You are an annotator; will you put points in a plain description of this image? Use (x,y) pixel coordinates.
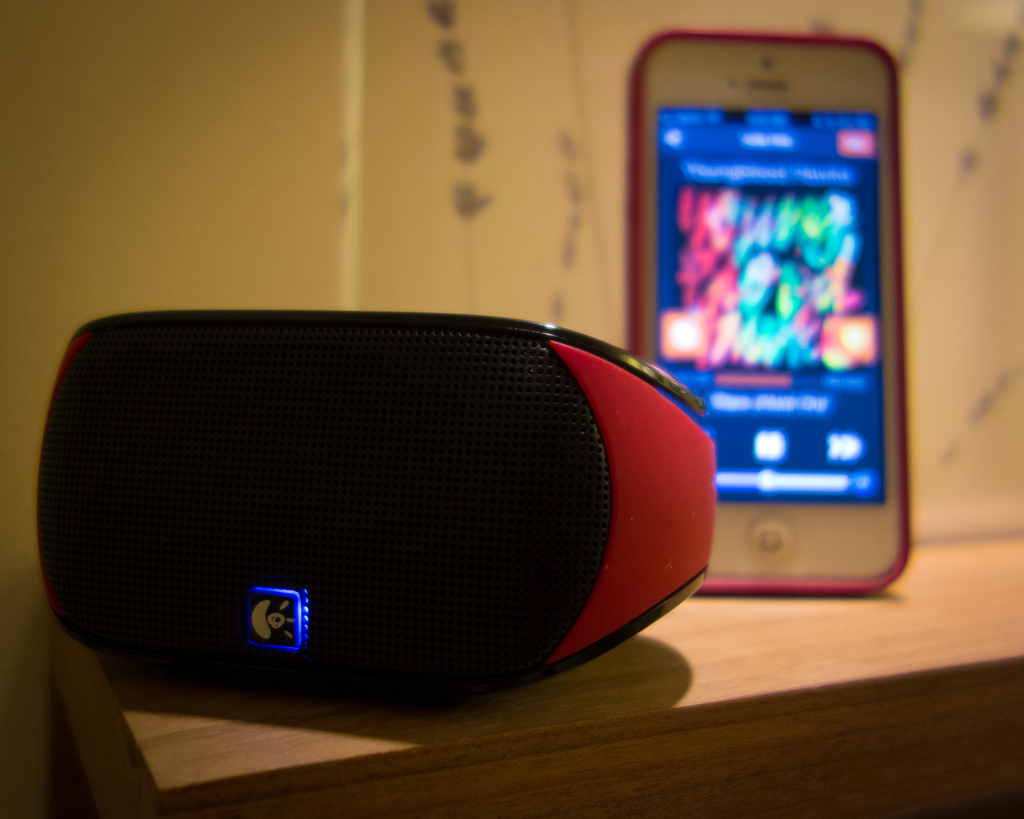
In front of the image there is a table (318,765). On top of it there is a mobile (672,360) and a speaker (427,652). In the background of the image (278,195) there is some design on the wall (281,120).
